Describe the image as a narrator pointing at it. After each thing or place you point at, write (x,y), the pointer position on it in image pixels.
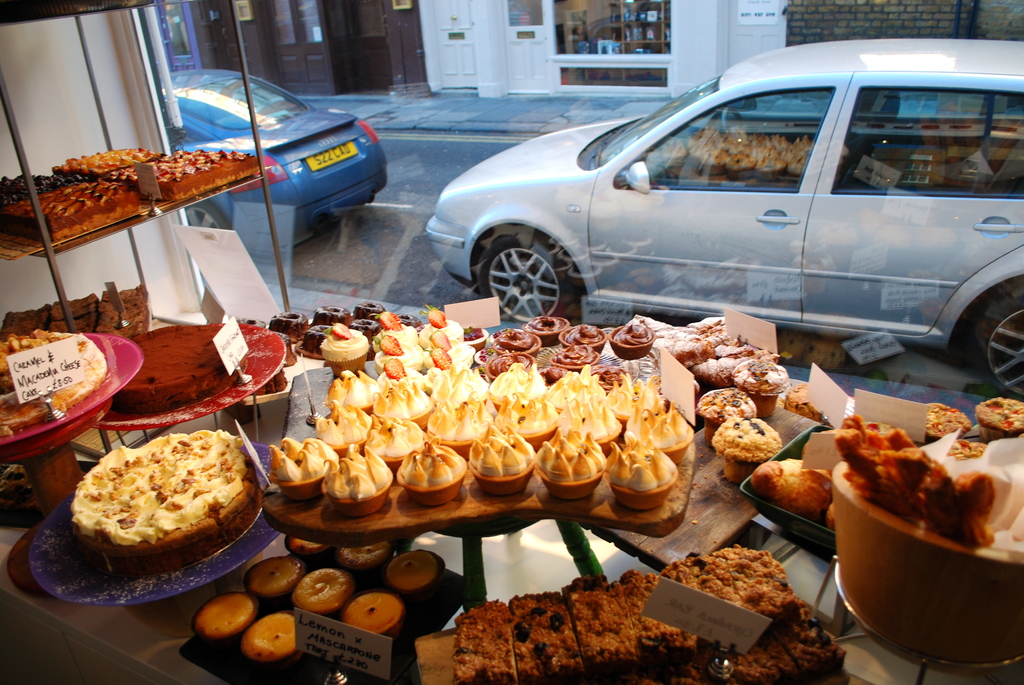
In this image I can see few food items (596,461) on the racks (587,499). I can see boards (60,366). In front I can see vehicles (856,241), buildings (580,65), door (461,80), glass-windows (587,37) and wall (787,26).
